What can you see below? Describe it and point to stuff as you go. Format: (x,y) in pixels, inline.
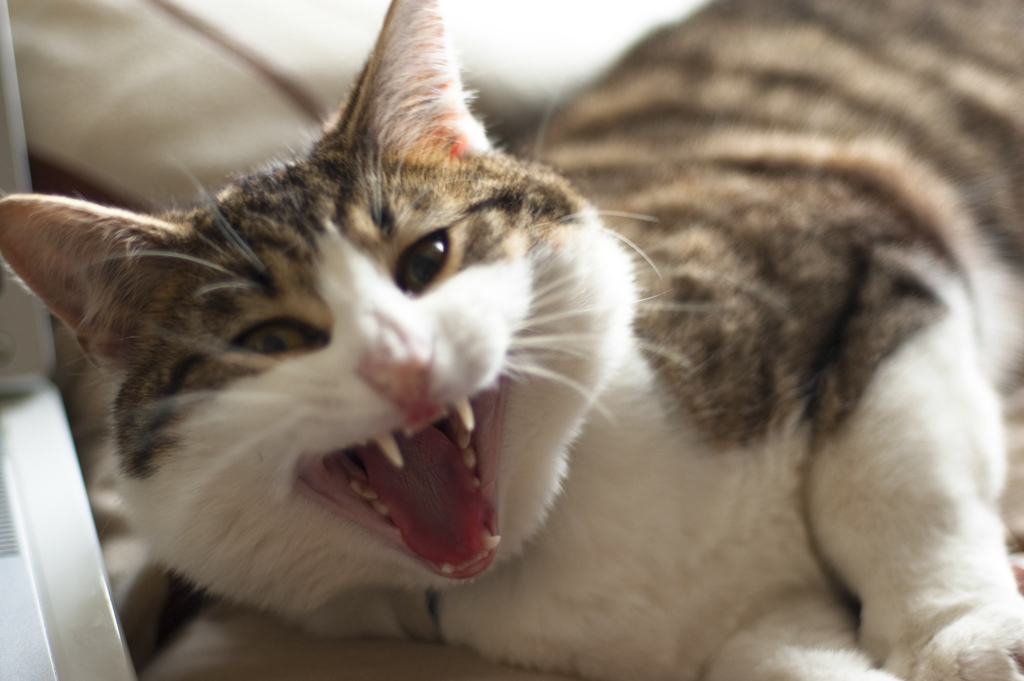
In this image we can see a cat (542,245), and the background (516,52) is blurred.
